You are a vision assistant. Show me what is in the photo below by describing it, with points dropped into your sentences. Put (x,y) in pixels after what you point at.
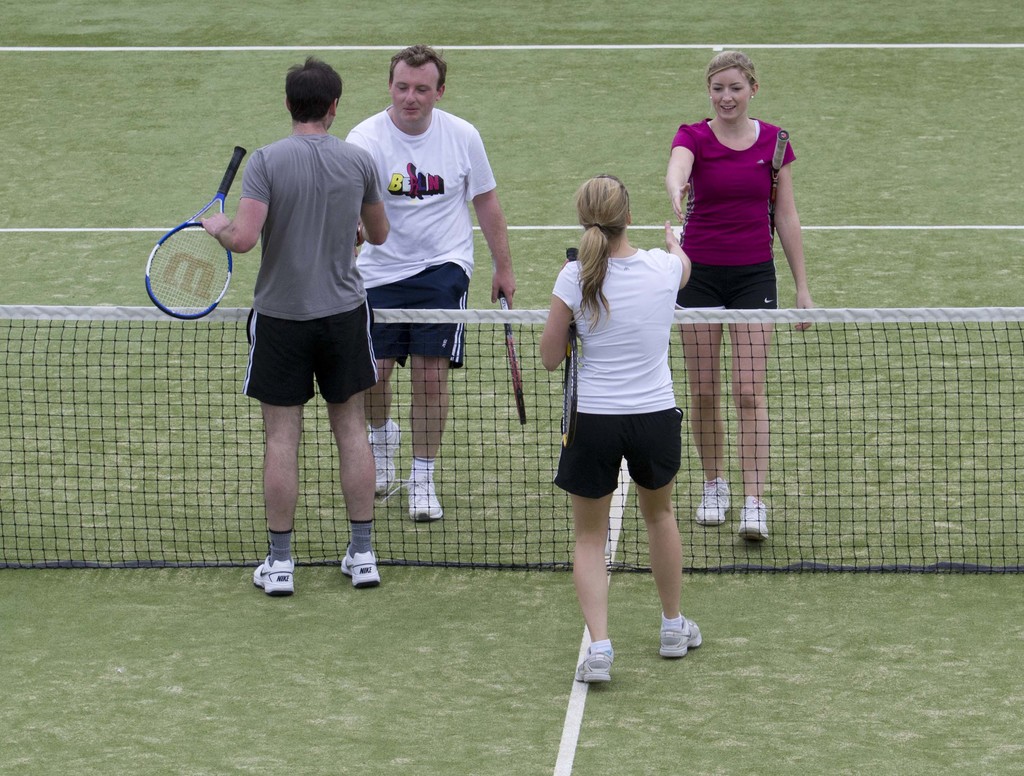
These persons (347,171) are standing. In between of this person's (618,446) there is a net (453,384). This man (330,351) is holding a racket (179,276).
